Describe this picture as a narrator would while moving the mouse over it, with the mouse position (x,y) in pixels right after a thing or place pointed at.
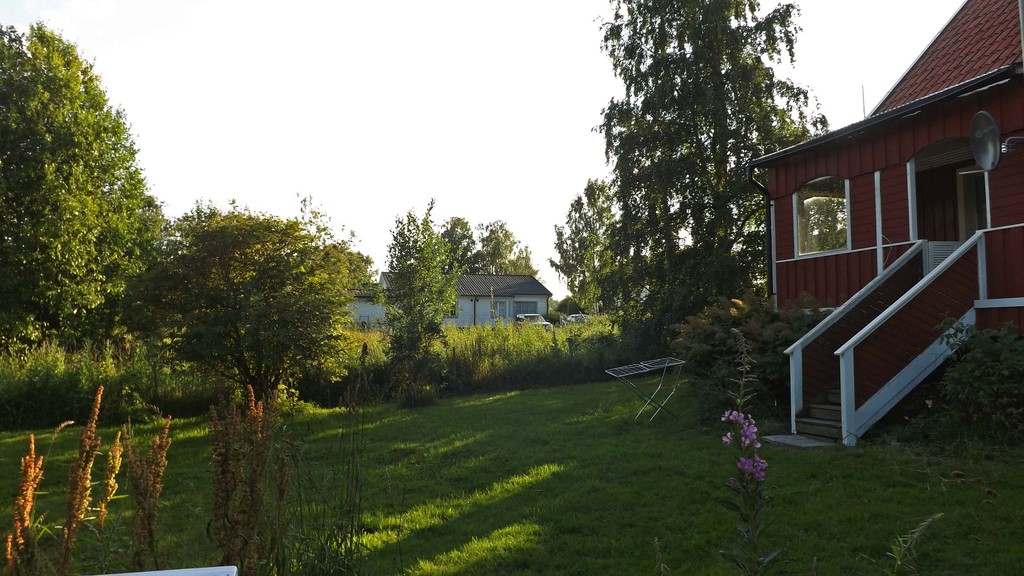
In this image in the middle (571,302), there are trees (410,219), plants (556,334), grass (611,450), houses (828,153), staircase (796,405), flowers (759,479), window (838,214) and sky (456,110).
